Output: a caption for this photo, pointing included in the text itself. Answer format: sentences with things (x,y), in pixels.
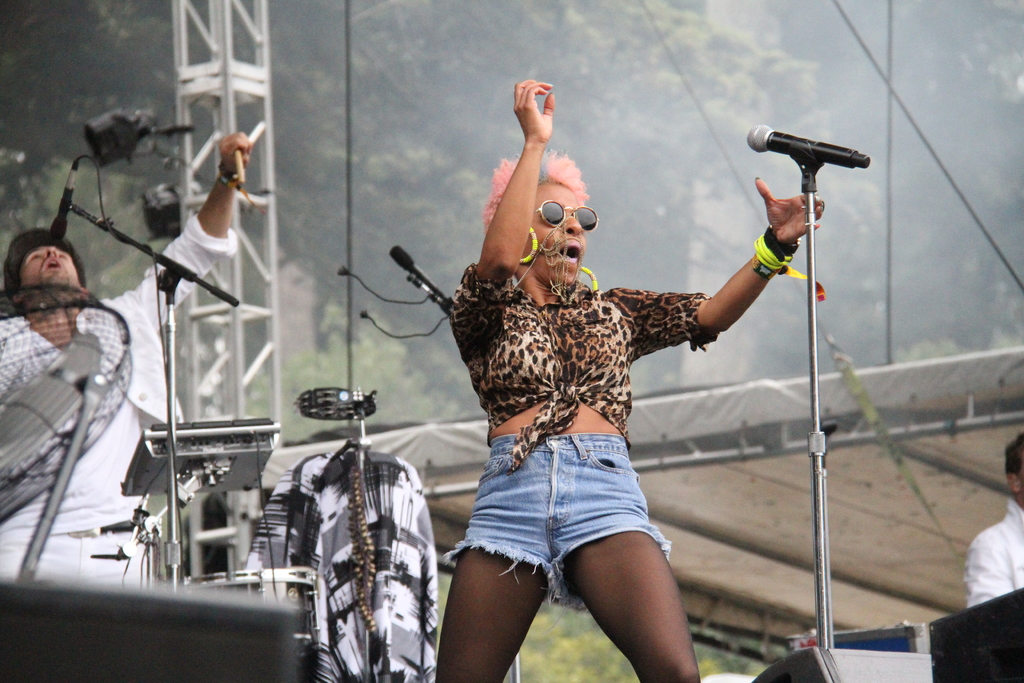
On the left side (5,555) a boy (1,539) is playing a instrument (274,597) and singing a song because his mouth (57,265) is open and a fan (37,303) is available. In the middle of the image (495,305) lady (667,627) is singing a song, she wear goggles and she having pink colored hair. On the right side (1007,580) a person (1014,541) is there wearing a white shirt (982,551).
